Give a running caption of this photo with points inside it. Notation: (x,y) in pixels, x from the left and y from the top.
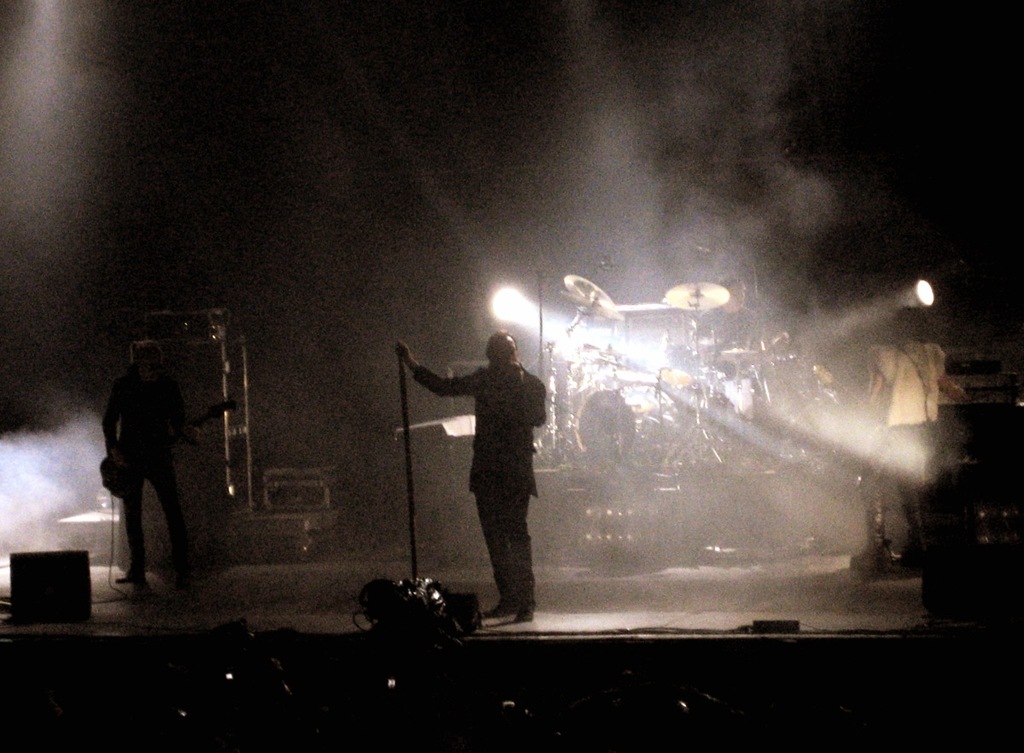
In this image we can see three persons (490,477) standing on stage (566,616). To the left side of the image (163,395) one person (136,427) is holding a guitar (175,439) in his hand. In the center (532,399) we can see a person (498,399) holding a stick (412,492) in his hand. In the background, we can see a group of musical instrument (727,376) and some lights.
